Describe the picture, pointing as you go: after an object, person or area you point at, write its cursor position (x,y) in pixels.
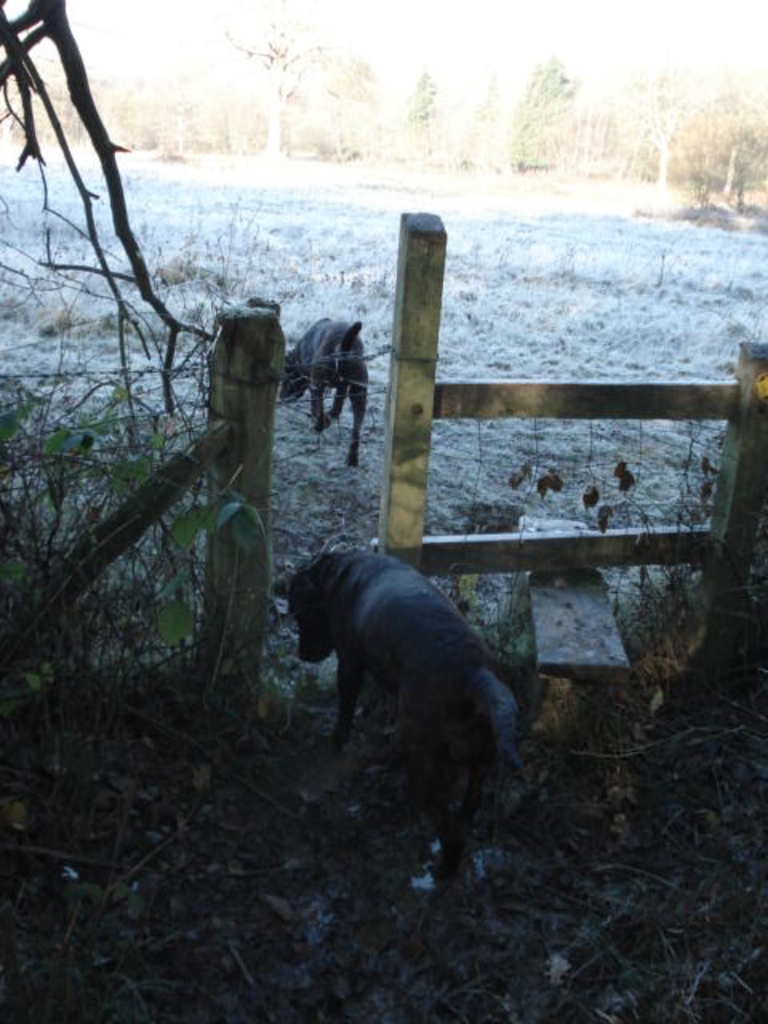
This picture shows couple dogs (416,733) and we see trees (299,57) and grass (490,203) on the ground (318,279).
